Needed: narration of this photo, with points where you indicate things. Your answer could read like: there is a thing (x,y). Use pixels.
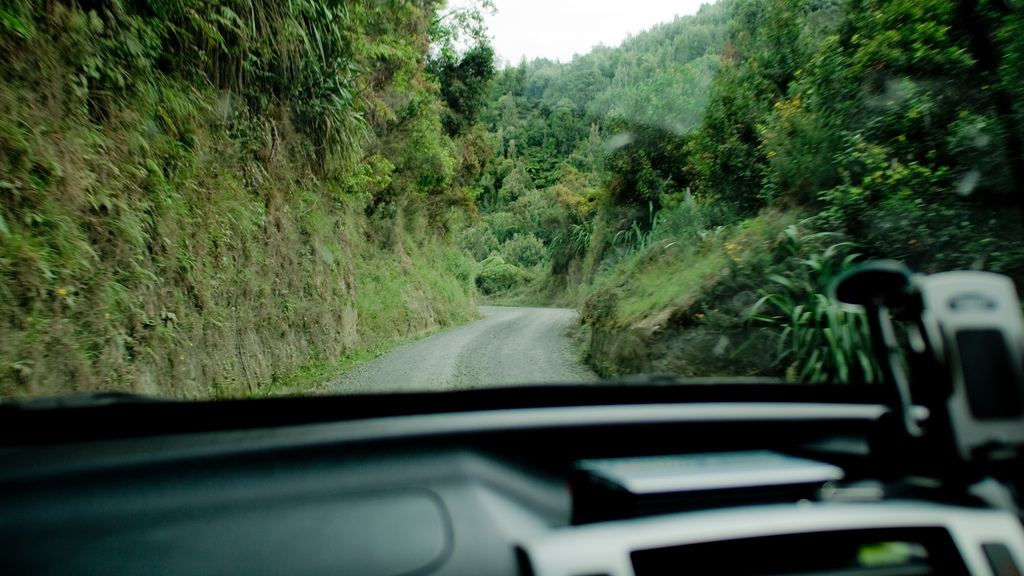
In this image we can see many trees (822,148) and plants (805,150). There is a road (517,331) in the image. We can see the inside of a vehicle (479,471).
